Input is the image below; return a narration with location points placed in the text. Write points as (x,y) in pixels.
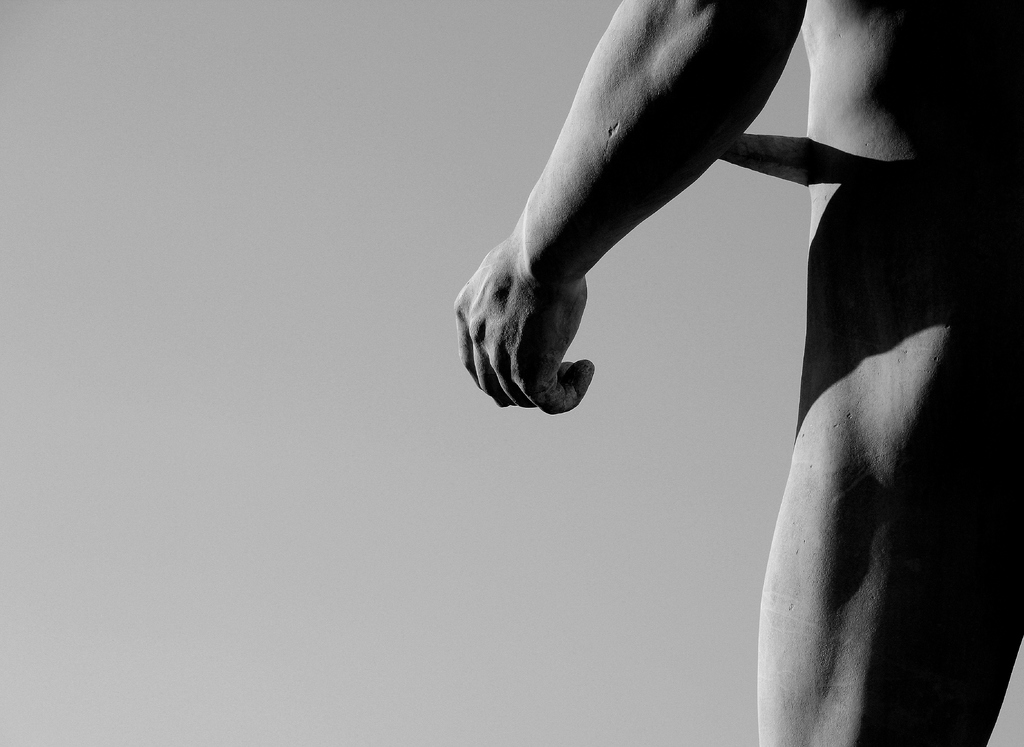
On the right side (876,137) we can see a part of a statue (835,578). In the back (304,298) there is a sky (531,509). This is a black and white image.
